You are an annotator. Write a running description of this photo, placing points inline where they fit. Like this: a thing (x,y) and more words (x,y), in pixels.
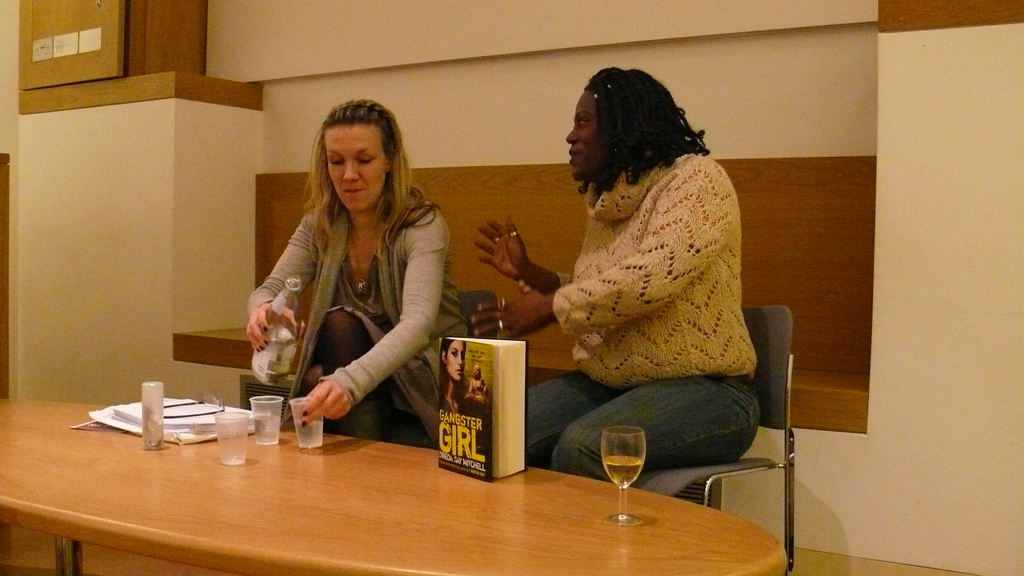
In this picture we can see two persons (312,408) sitting on the chairs (784,401). This is table (342,487). On the table (277,447) there are glasses (280,418), book (453,349), and papers (185,427). She is holding a bottle (280,352) with her hand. On the background (480,74) there is a wall (464,75).
